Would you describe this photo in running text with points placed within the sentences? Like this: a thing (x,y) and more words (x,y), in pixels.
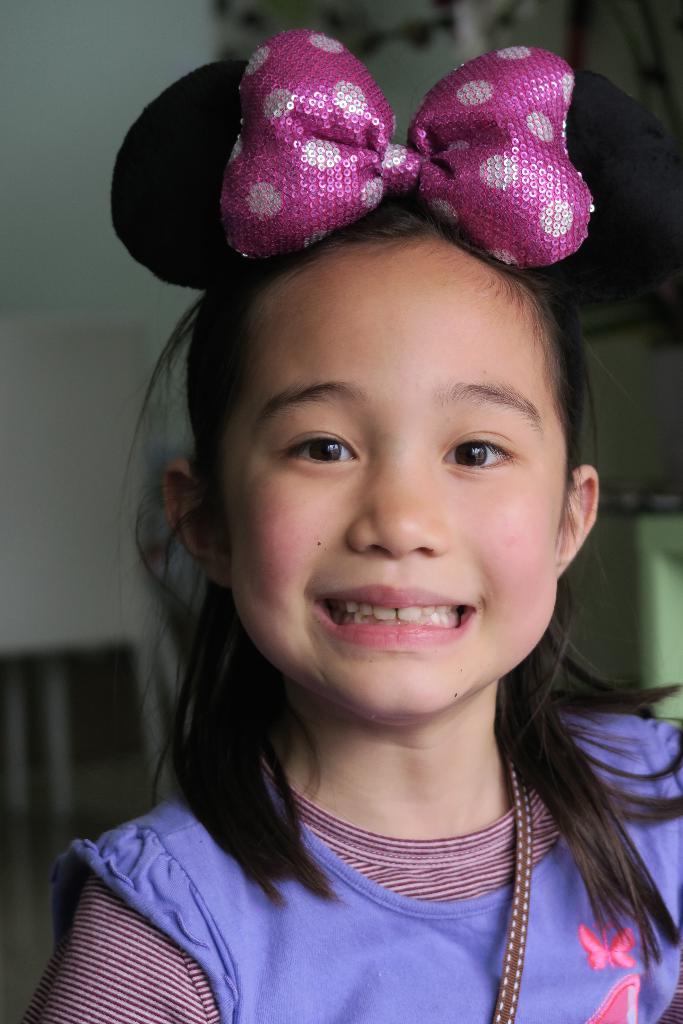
This picture shows a girl (292,557) with a smile (361,592) on her face (468,636).
